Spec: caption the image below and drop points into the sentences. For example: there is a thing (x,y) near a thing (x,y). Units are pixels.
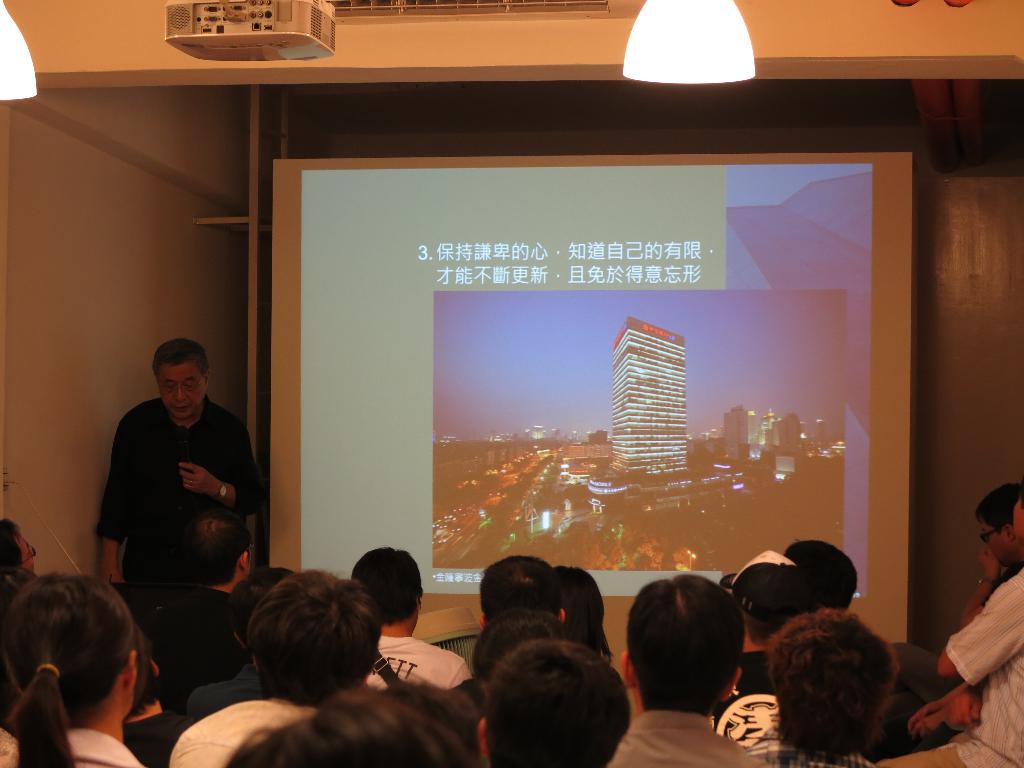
In this picture we can see a group of people (644,696) sitting and a man (129,469) in the black shirt (148,475) is holding a microphone (186,440) and standing. On the right side of the man (205,462) there is a projector screen (443,413). At the top (233,43) there is a projector (244,48) and lights (639,49), and behind the projector (198,52) there's a wall (943,349).
